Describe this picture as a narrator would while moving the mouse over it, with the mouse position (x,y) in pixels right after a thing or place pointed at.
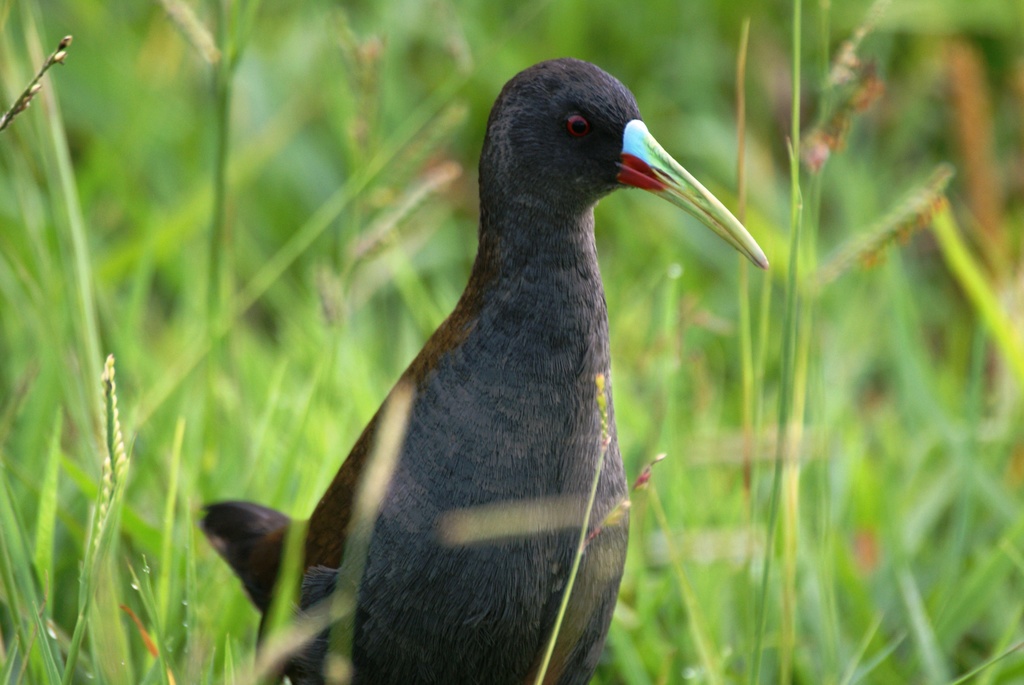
In the middle of this image (490,305) there is black color bird (468,467) looking at the right side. Around this, I can see the grass (144,304).
